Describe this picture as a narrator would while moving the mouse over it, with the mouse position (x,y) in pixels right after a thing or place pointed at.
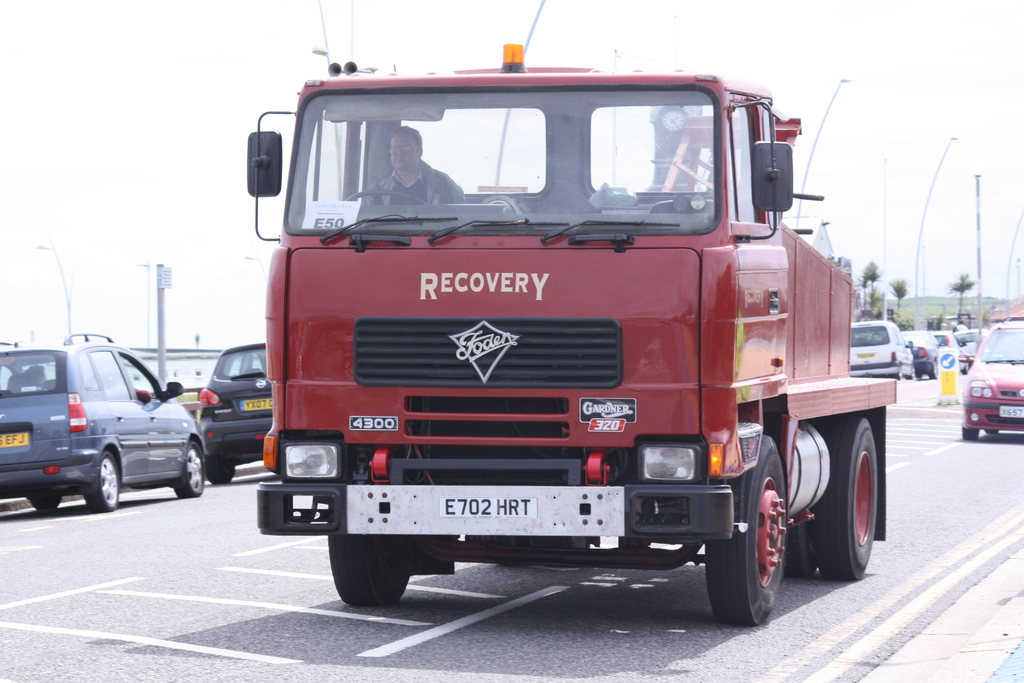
In this picture I can see vehicles (601,416) on the road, there are poles (979,304), lights (980,391), trees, these are looking like boards (953,379), and in the background (864,159) there is sky (222,106).
